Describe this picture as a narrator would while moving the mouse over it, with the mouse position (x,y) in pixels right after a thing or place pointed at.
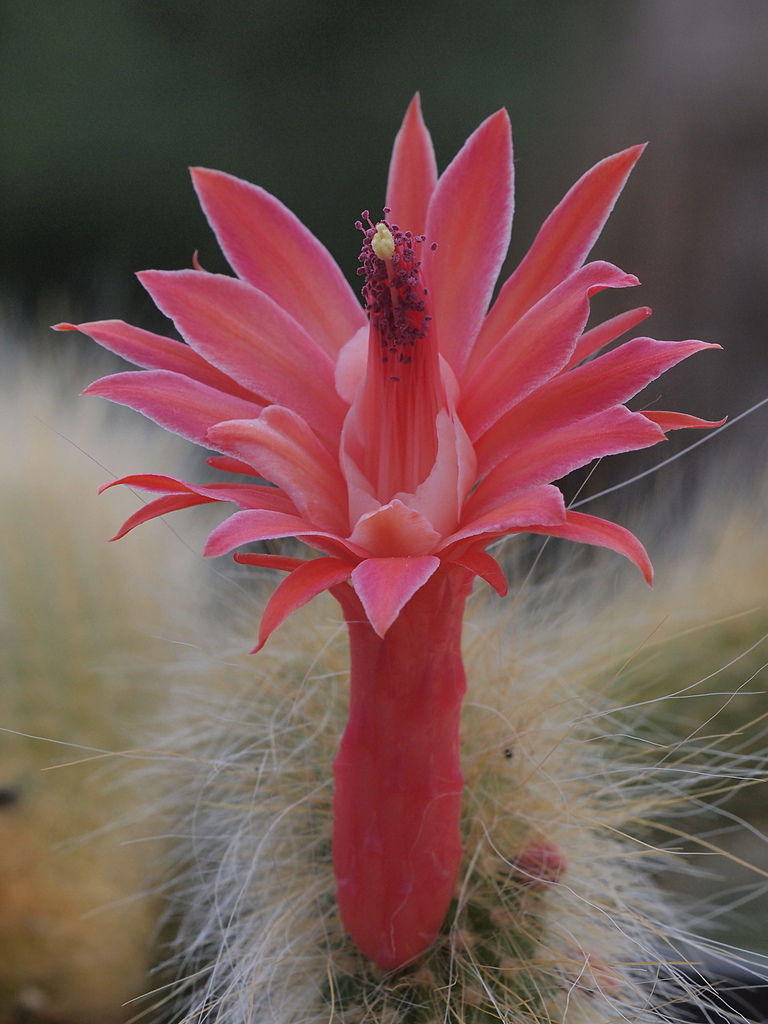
In the image there is a pink flower (450,394). At the bottom of the image (303,877) there are white color items (253,867). And there is a blur background (565,113).
